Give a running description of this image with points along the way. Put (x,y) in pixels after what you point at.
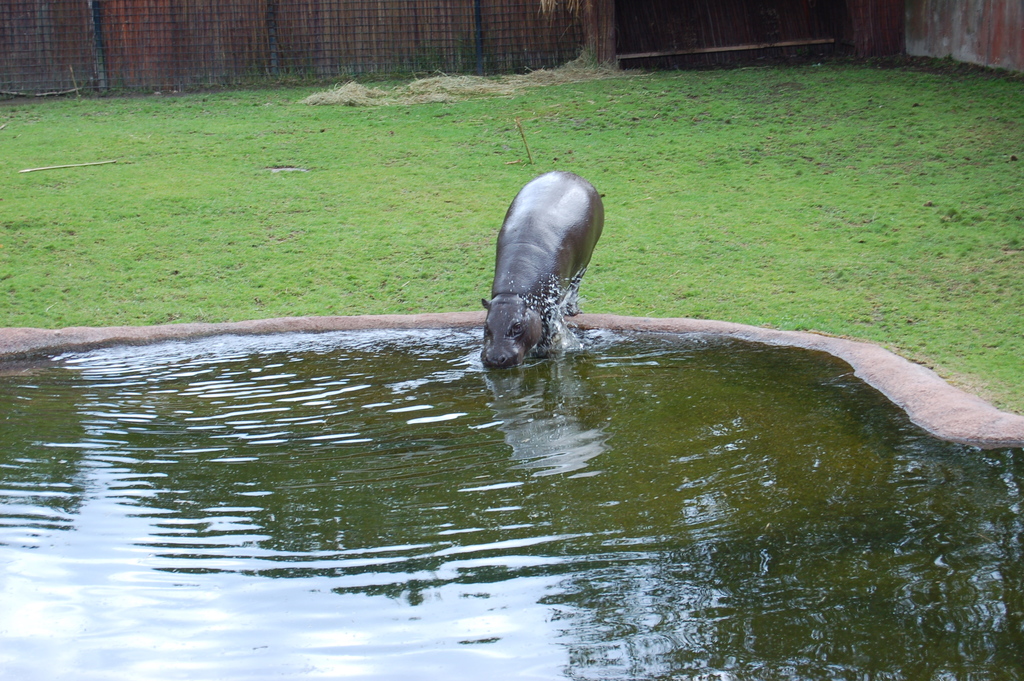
In this image we can see a hippopotamus (538,339) beside a pond (524,379). On the backside (462,267) we can see some grass (451,244), a wooden wall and a fence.
